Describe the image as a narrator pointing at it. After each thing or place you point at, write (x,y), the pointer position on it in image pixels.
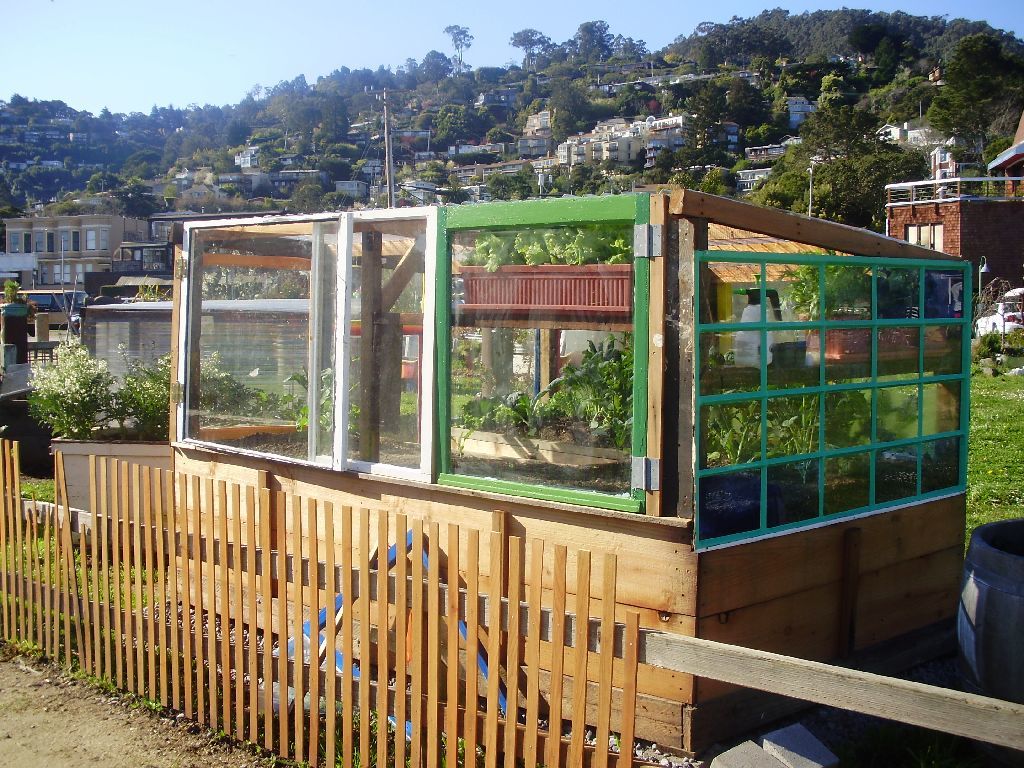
In this picture we can see buildings (886,222), there is fencing (137,608) in the front (121,582), in the background (1012,428) there are some plants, grass (997,412) and trees (669,164), we can see the sky (501,12) at the top of the picture (369,16), there is a pole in the middle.
